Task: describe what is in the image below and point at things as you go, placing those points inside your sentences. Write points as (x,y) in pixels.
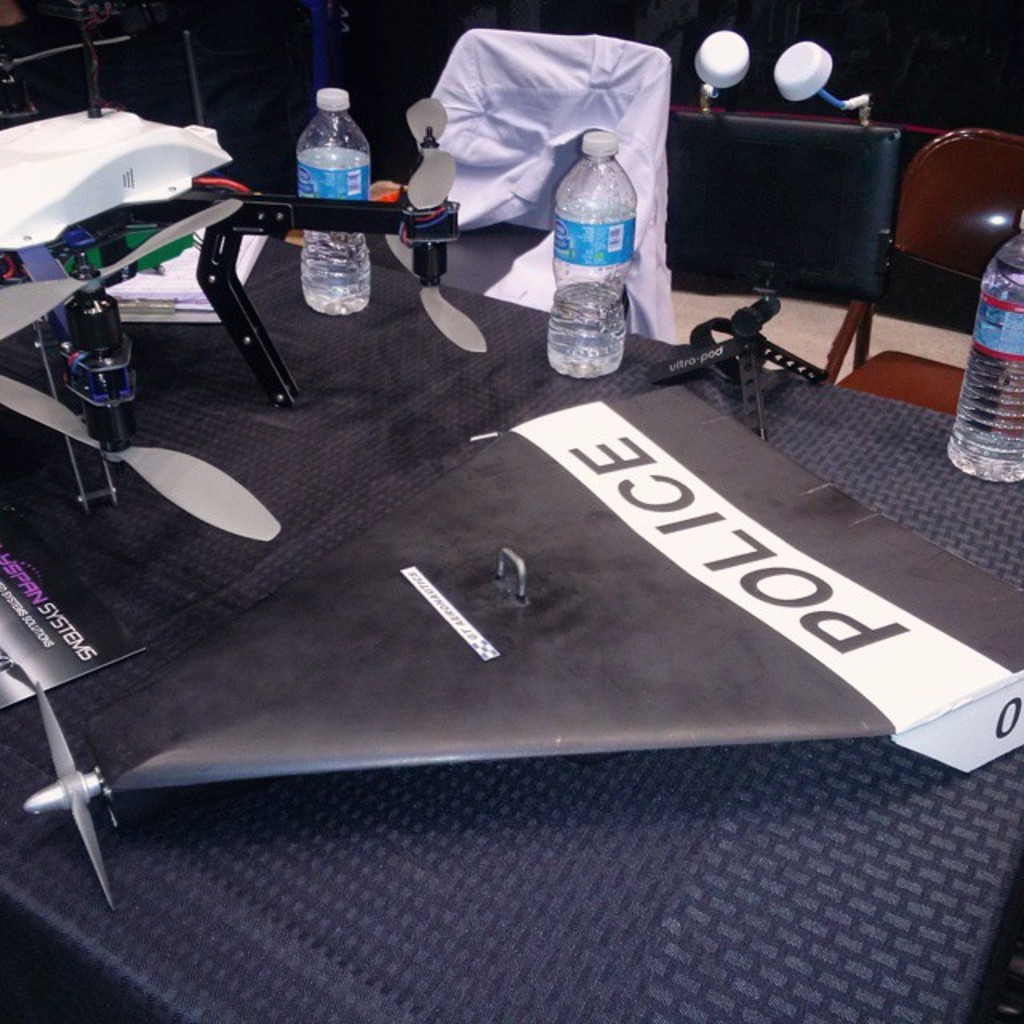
In the center of the image (438,427) there is a table (662,820). There are bottles (359,294), books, drones (192,464), some papers (173,299) which are placed on the table (821,791). In the background (928,253) there are chairs (928,253).
